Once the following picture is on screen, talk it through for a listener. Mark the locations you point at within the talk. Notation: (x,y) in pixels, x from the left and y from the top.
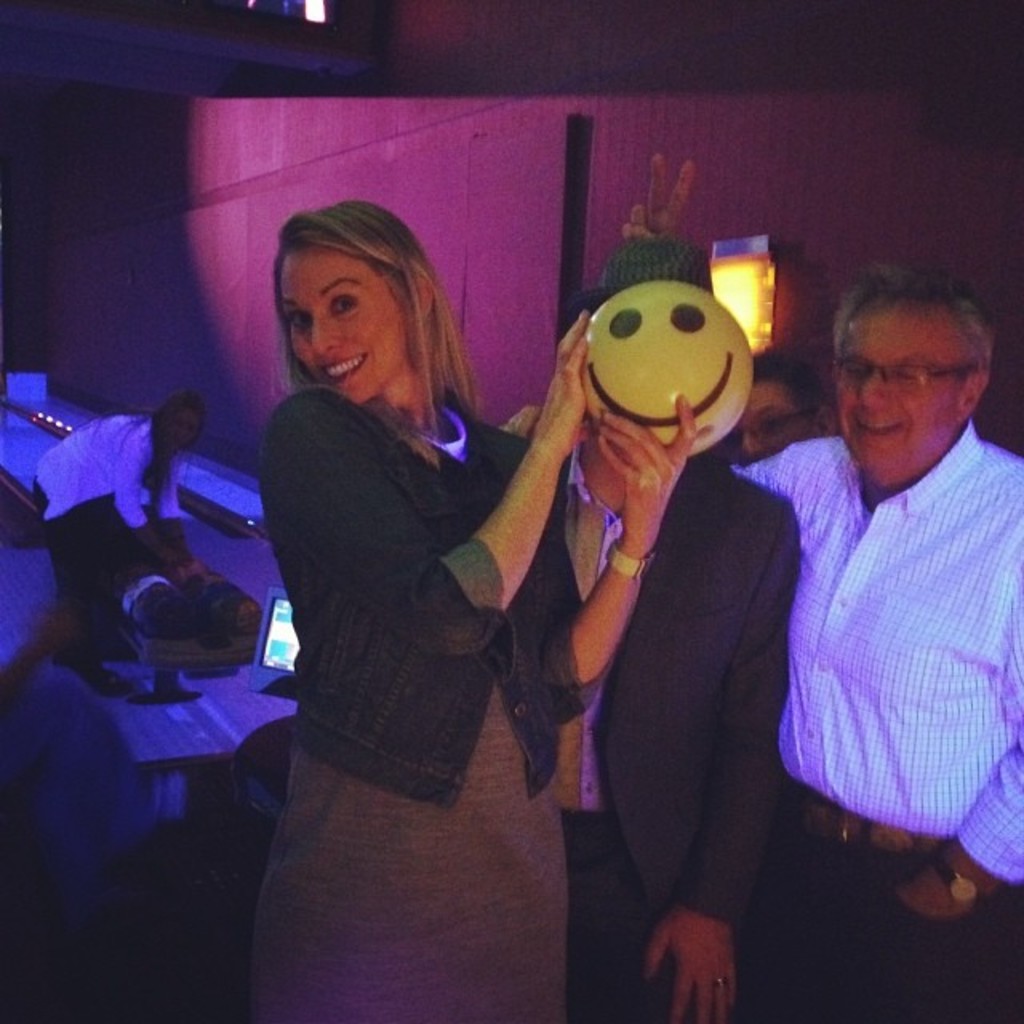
In this image there are four people (550,658) standing. The woman (362,633) in the center (352,459) is smiling. She is holding a ball (668,361) in her hand (579,343). Behind them there is a wall (411,181). To the left (86,487) there are two people (130,519). At the top (307,65) it is dark.
